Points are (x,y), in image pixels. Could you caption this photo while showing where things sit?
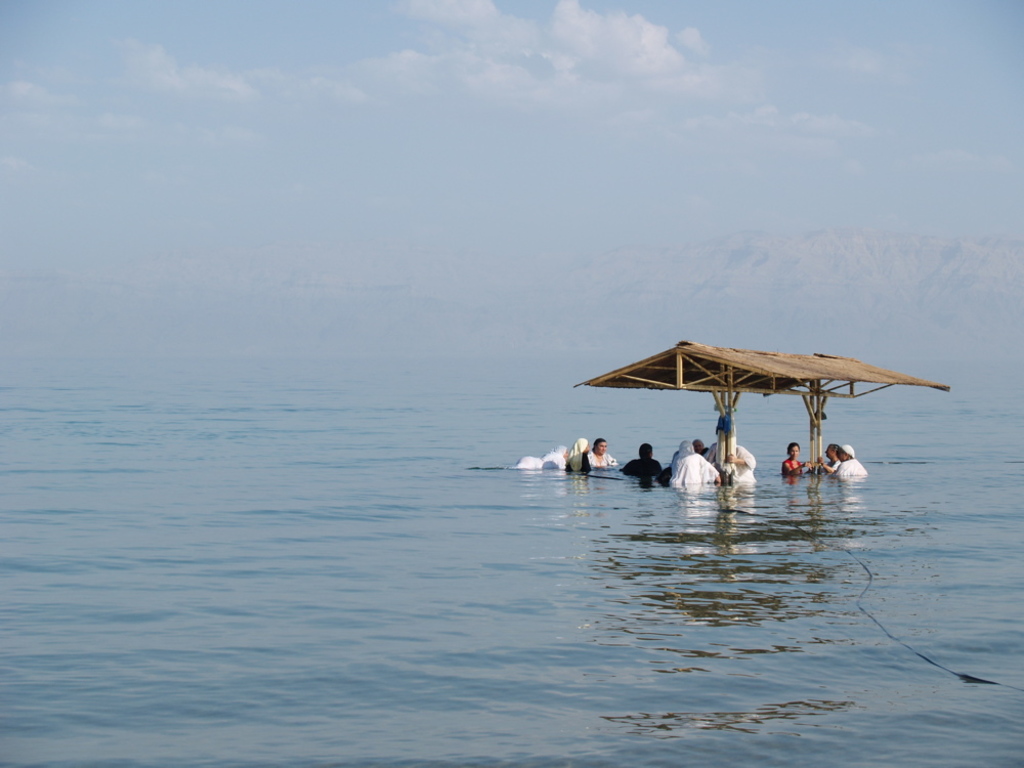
On the right side (747,371), we see the roof (716,369). In this picture, we see people (577,457) are standing in the water (640,487) and under the roof (816,367). In this picture, we see water (476,513) and this water (555,546) might be in the river (439,621). There are hills (737,247) in the background (918,255). At the top (510,59), we see the sky (466,62) and the clouds (502,59).
